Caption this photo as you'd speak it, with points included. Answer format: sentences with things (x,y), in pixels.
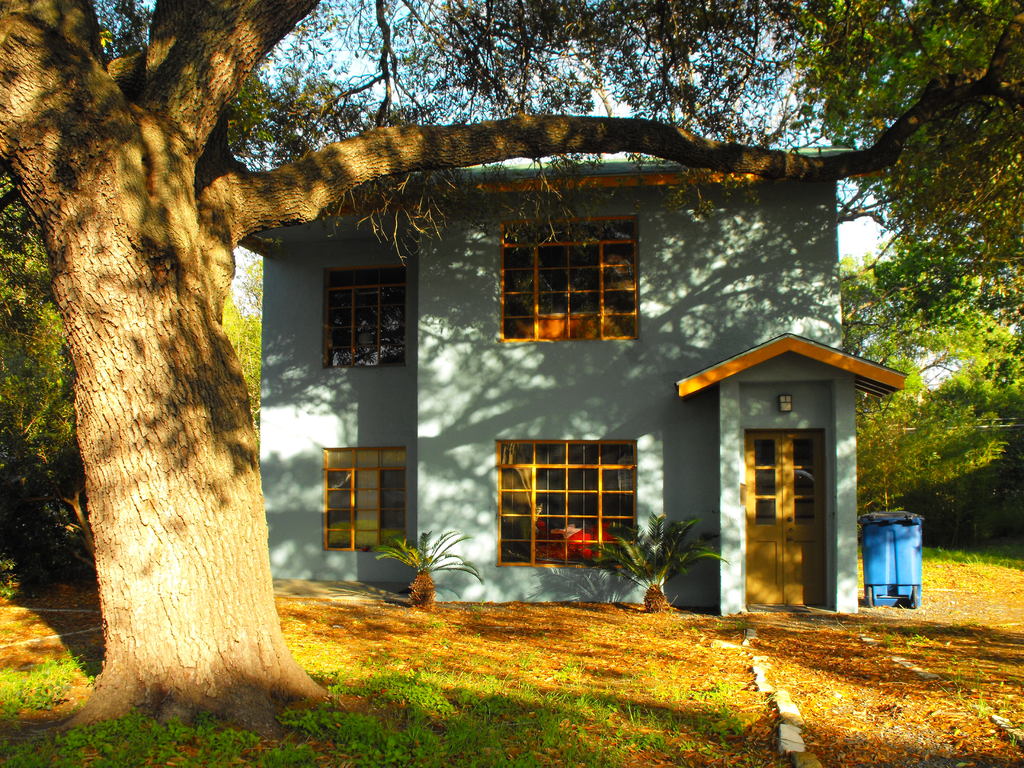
In the center of the image (658,494) there is a house (543,594). There are glass windows (500,464). There is a door (771,490). Beside the house (779,536) there is a dustbin (887,586). At the bottom of the image (705,629) there is grass (416,665) on the surface (74,648). There are trees (150,369). At the top of the image (375,4) there is sky (391,2).
